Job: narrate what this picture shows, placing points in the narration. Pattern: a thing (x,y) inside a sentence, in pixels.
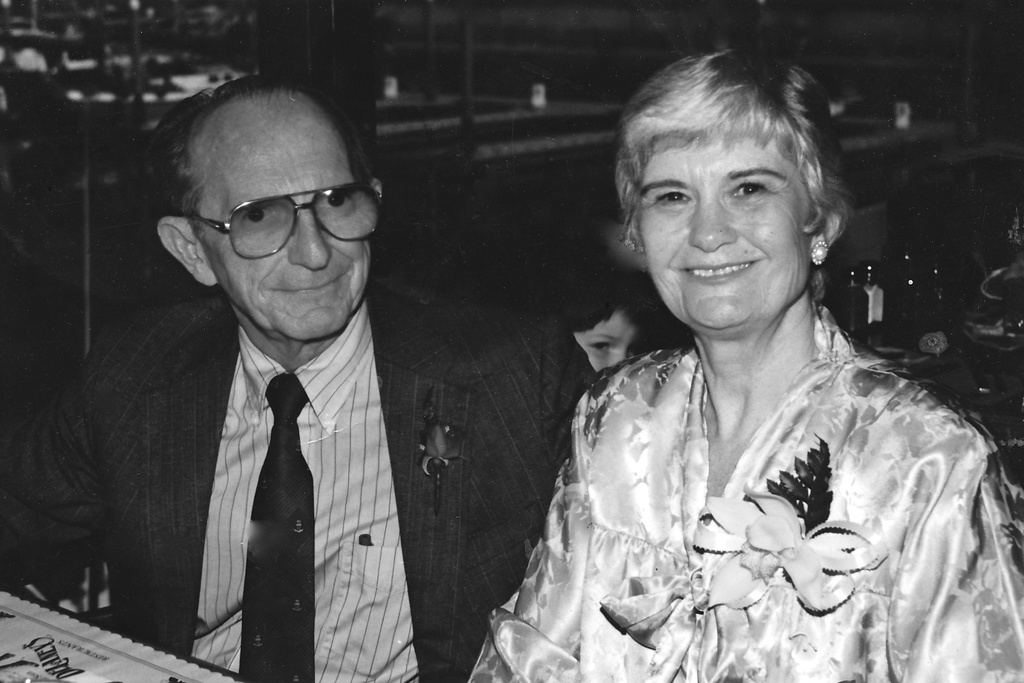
This is a black and white picture. I can see a man (467,438) and a woman (681,398) smiling, there are some objects (7,672), there is a person head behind the man (369,507) and a woman (793,418), and there is blur background (565,91).
